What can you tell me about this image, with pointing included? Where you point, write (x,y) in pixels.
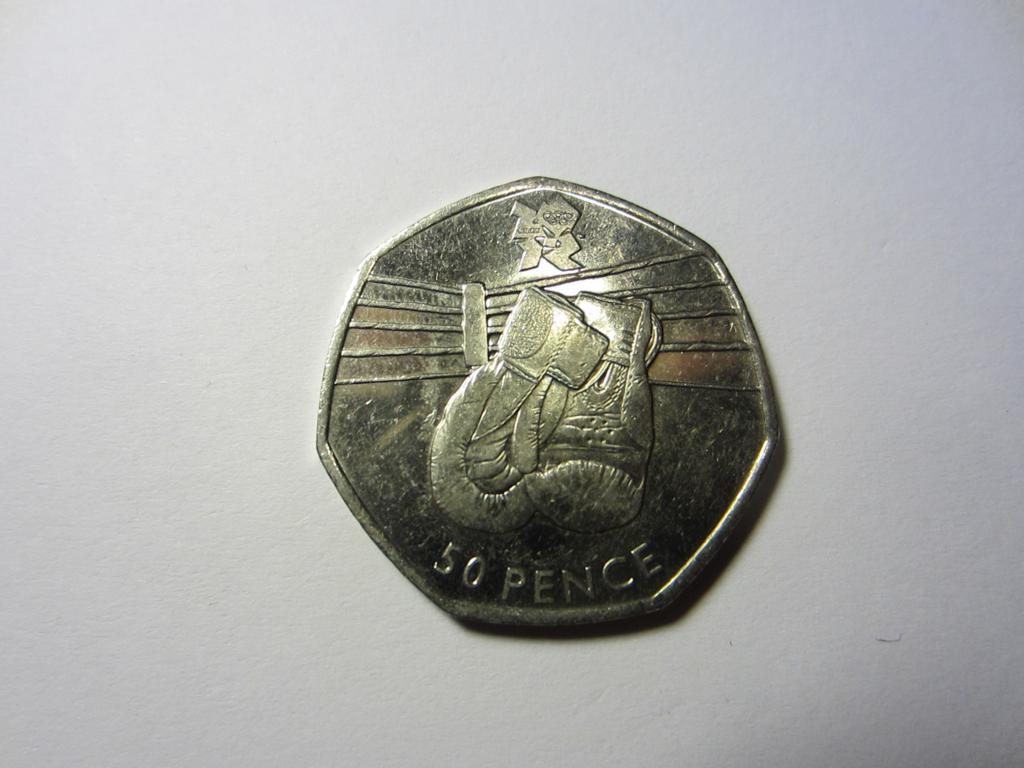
In this image I see a coin (328,356) on which there are 2 numbers (466,570) and a word (595,573) on it and I see a picture (519,377) on it and this coin (550,450) is on the white surface (305,338).
